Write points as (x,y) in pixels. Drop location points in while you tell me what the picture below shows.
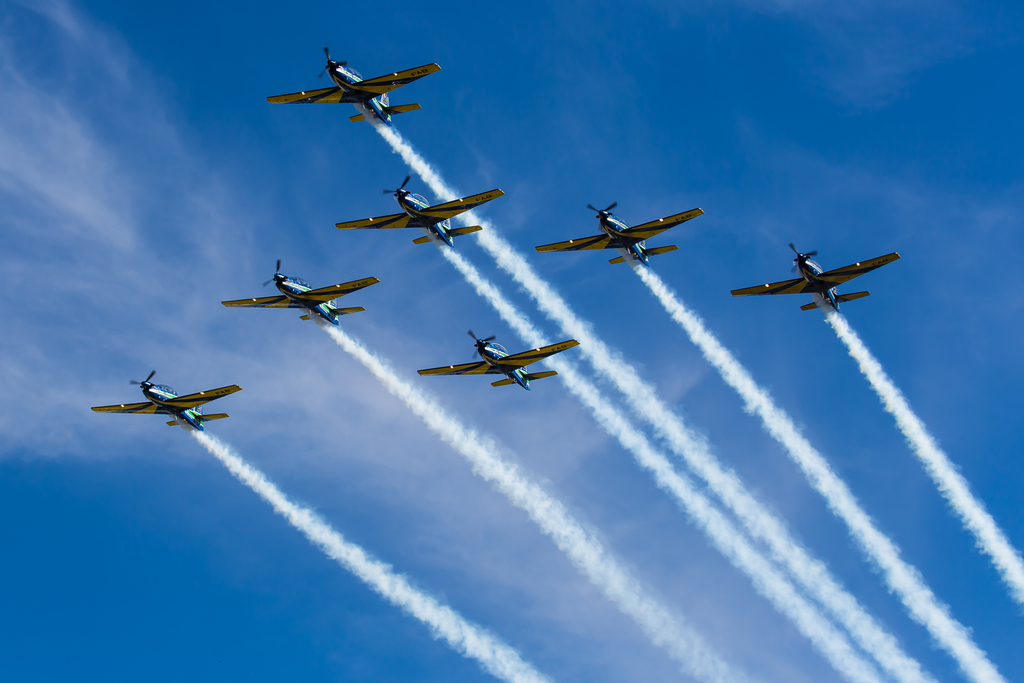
In the picture we can see an aircraft show (405,189) on the air (977,359) leaving the smoke (800,448) in the lines (900,394) and in the background (936,351), we can see a sky (946,336) which is blue in color.
